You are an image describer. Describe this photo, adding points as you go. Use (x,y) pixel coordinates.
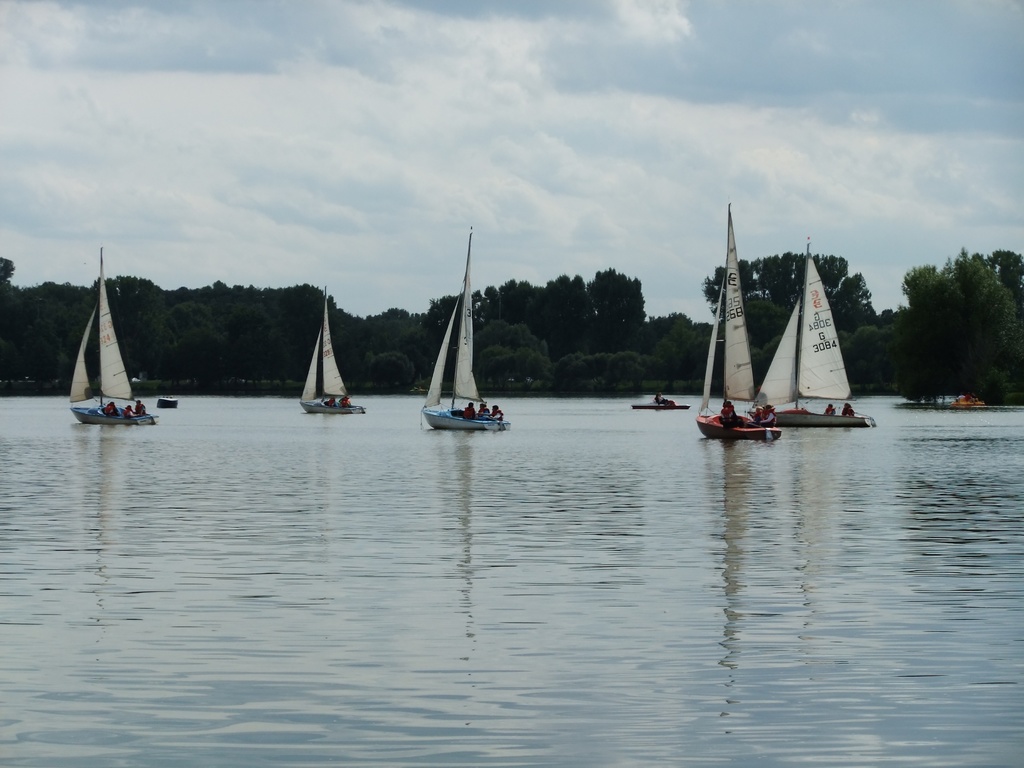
This is an outside view. At the bottom (441,690), I can see the water (236,629) and there are few boats (798,409). In the background (598,329) there are many trees (598,329). At the top of the image (598,72) I can see the sky (415,122) and clouds (319,152).
